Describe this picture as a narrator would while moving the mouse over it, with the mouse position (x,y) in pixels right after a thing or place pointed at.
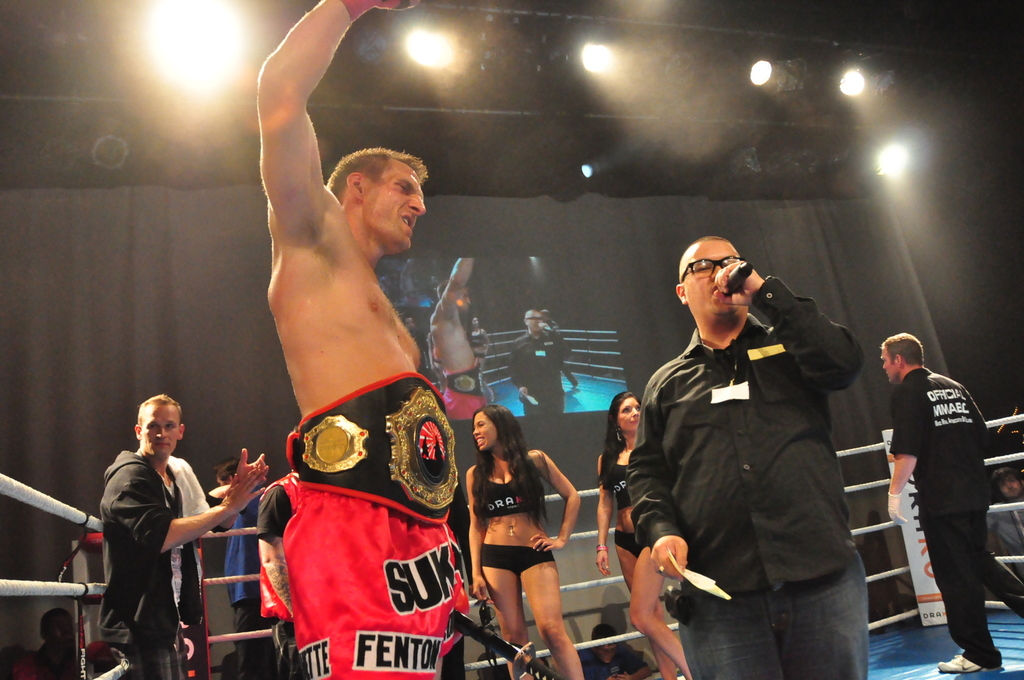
In front of the image there is a person (717,298) holding the mike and a paper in his hands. Beside him there is another person (310,423) standing in the ring (199,627). Behind them there are a few other people (246,455) standing. Behind the ring (577,583) there are people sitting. In the background of the image (440,258) there is a screen (536,354). There is a curtain (37,545). On top of the image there are lights (867,89).
